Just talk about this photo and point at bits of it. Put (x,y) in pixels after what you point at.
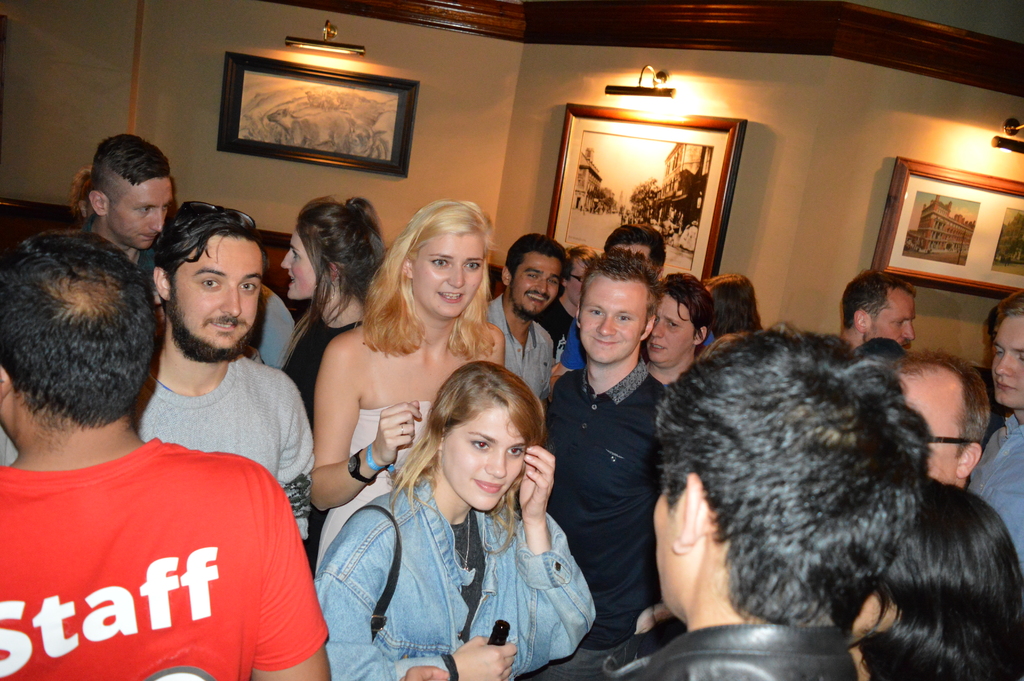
In this image we can see people (584,389). In the background (633,109) there is a wall (719,114) and lights (1007,133). There are photo frames (623,187) placed on the wall (184,161).
